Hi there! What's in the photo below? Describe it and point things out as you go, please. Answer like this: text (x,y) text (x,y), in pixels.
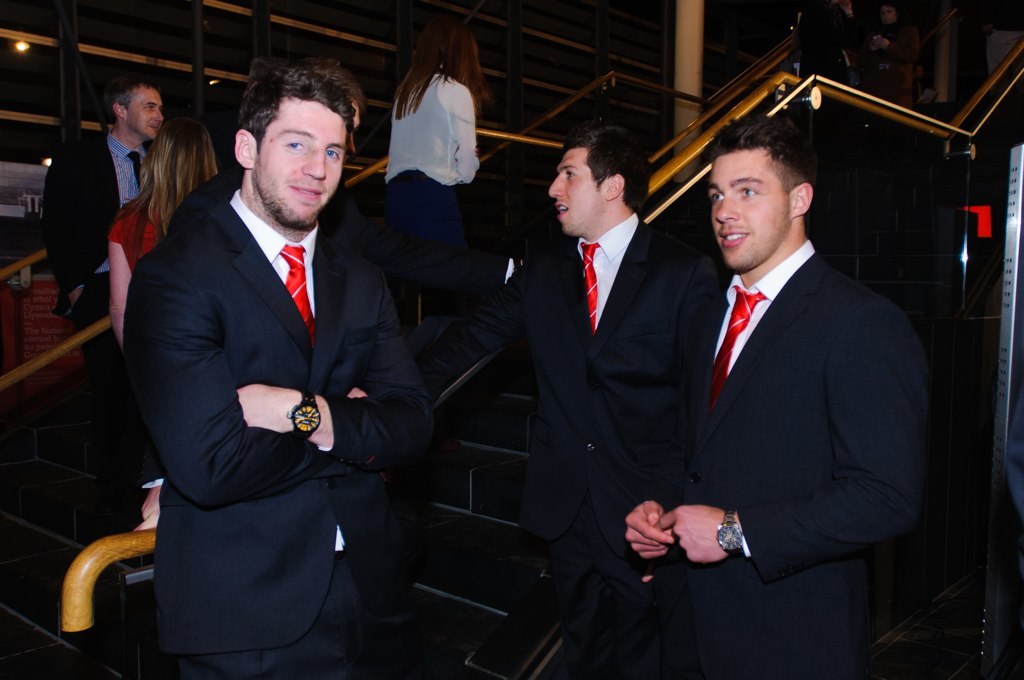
In the center of the image (593,445) we can see three people (593,445) standing. They are wearing suits (581,345). In the background (447,581) we can see stairs (453,570) and there are people (137,150) climbing stairs (436,556). On the left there are lights (25,46).
